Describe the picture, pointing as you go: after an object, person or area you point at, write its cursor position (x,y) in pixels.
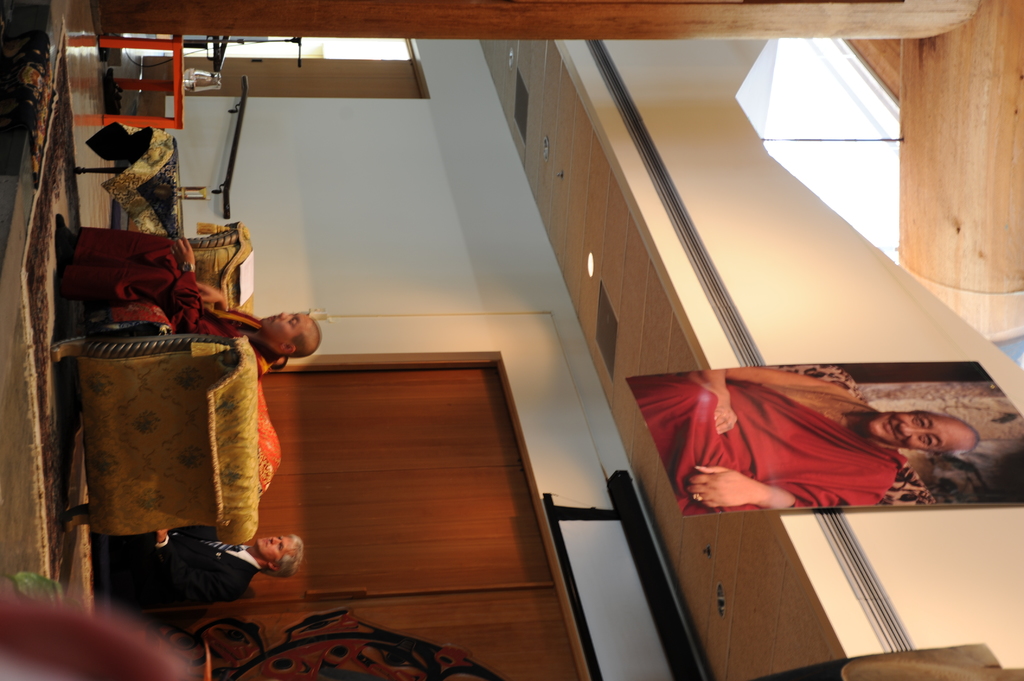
This image is in the right direction. On the left side (70,323), I can see a person (141,273) is sitting on a couch (183,404). At the back of the couch (183,404) there is another person (182,569) wearing black color suit (195,573). There are few objects (154,134) on the floor (81,191). In the back of these people (226,566) I can see the wall (469,270). On the right side (980,487) there is a photo frame (848,408) of a person (883,424) which is attached to the wall (793,243).
